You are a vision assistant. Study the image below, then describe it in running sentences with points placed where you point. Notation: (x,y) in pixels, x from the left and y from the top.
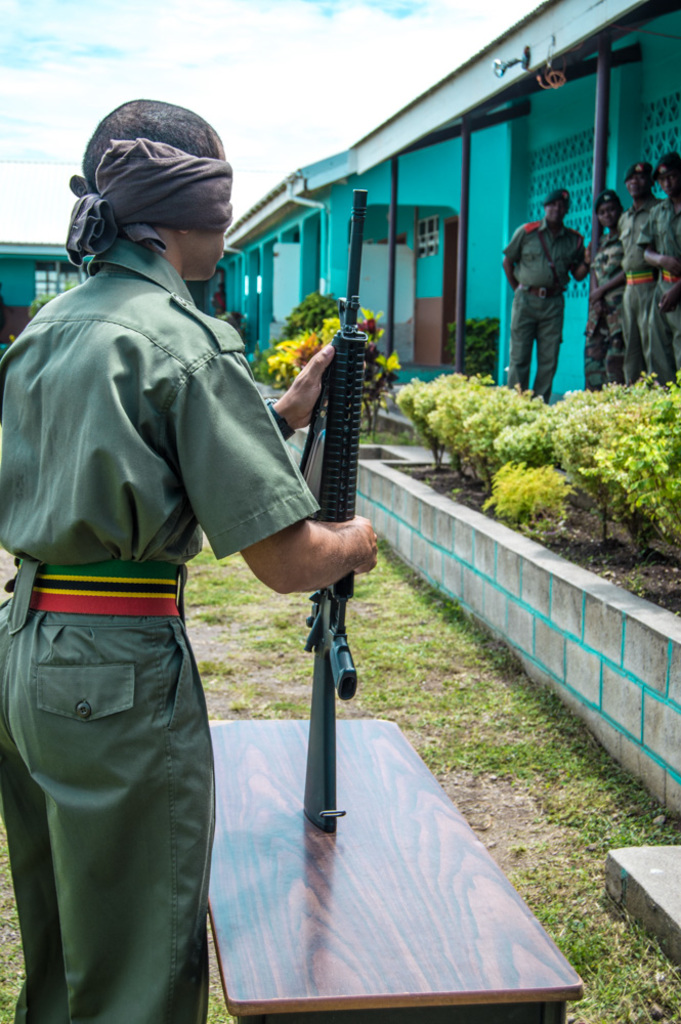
In this image I can see the person (293,525) wearing the uniform (229,462) which is in green color. I can see the person (297,485) holding the weapon (318,590) and it is on the table (356,899). I can see the person (203,465) is having the cloth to the eyes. To the side of the person (225,447) I can see many plants (508,390). In the background (657,310) I can see the house (383,199), few more people (566,239) with uniforms (557,239), clouds (183,58) and the sky (176,66).
